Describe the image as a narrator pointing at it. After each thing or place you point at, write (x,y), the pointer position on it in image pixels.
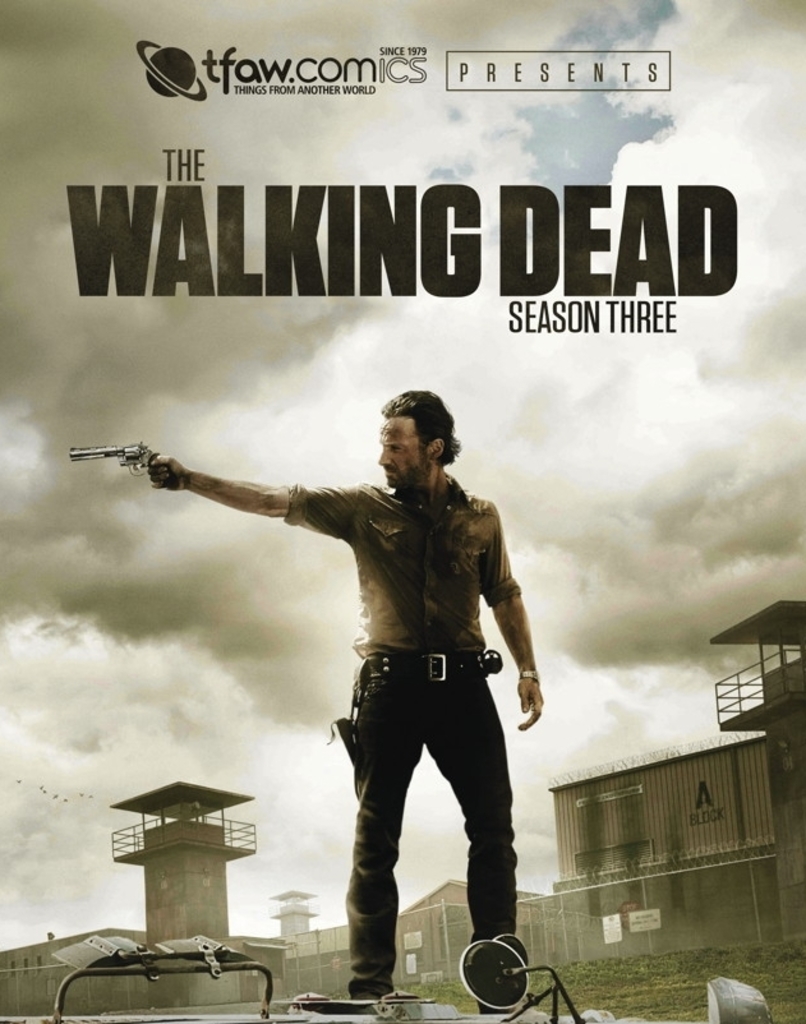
In this image, we can see a person (476,937) is standing and holding a gun (163,476). Background (735,756) we can see few houses (750,754), tower (764,695), shed (601,860), cloudy sky (40,698). boards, plants (749,978). Here we can see some objects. Top of the image (404,206), we can see some text (517,205) and symbols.
